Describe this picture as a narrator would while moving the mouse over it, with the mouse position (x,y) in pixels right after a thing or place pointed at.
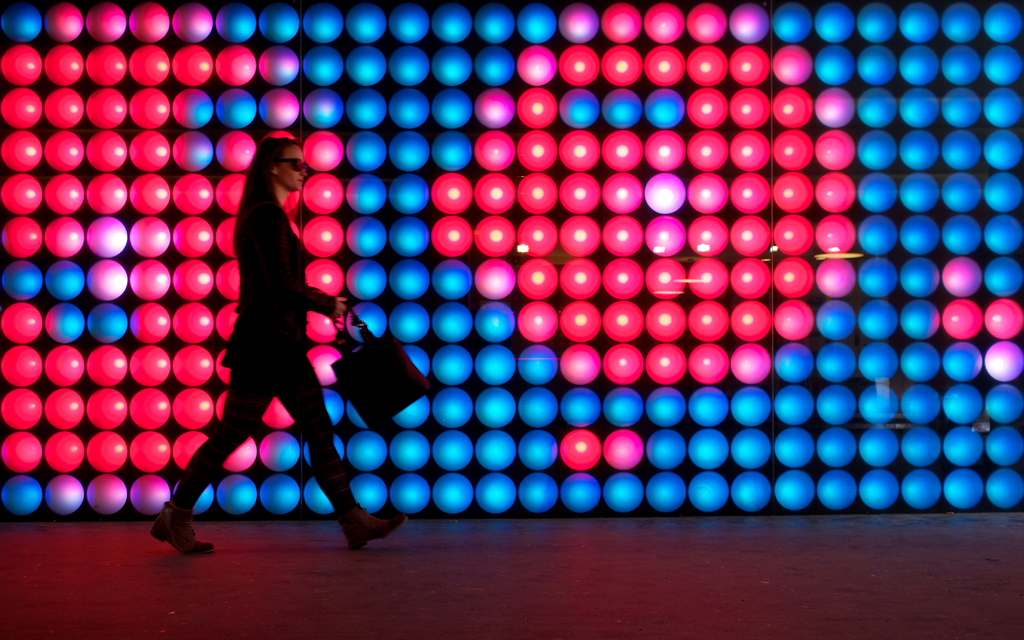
In this image we can see a lady (298,352) walking. She is holding a handbag (384,398). In the background (388,456) we can see lights (147,160).
